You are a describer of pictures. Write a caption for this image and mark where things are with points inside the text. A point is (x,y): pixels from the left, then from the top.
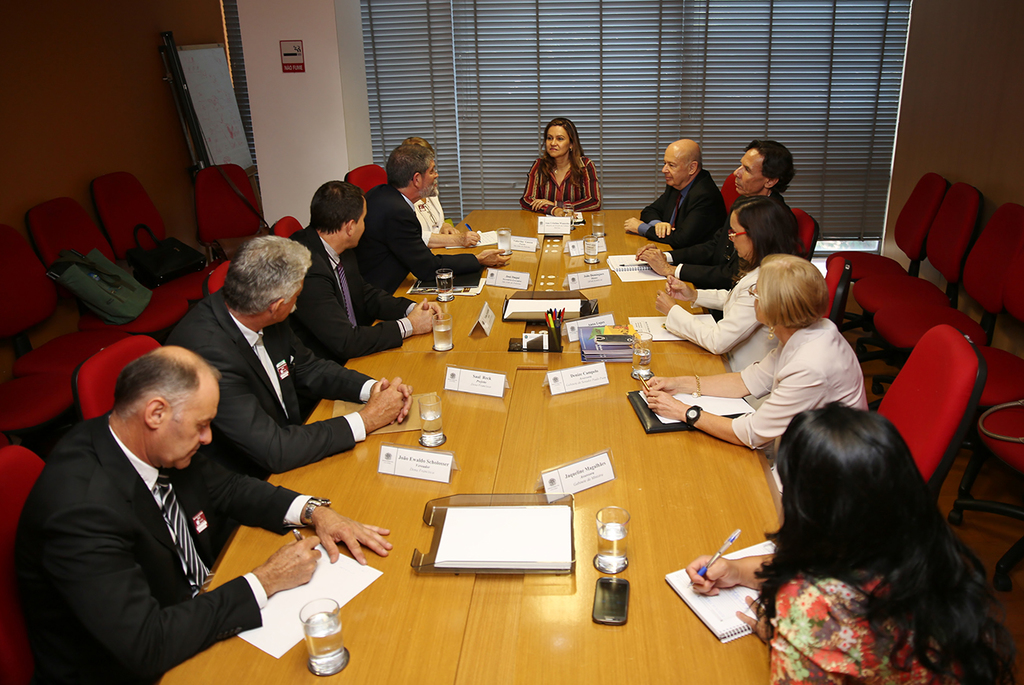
In this image there are group of people (356,290) who are sitting on a chairs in front of them there is one table (456,596) on that table (609,221) there are some papers (529,309), glasses (325,613) and name plates (482,373) and pens (551,331) are there and on the top (710,48) there is a window (780,54). On the left side (52,66) there is a wall (134,74) and some chairs (202,198) are there.
